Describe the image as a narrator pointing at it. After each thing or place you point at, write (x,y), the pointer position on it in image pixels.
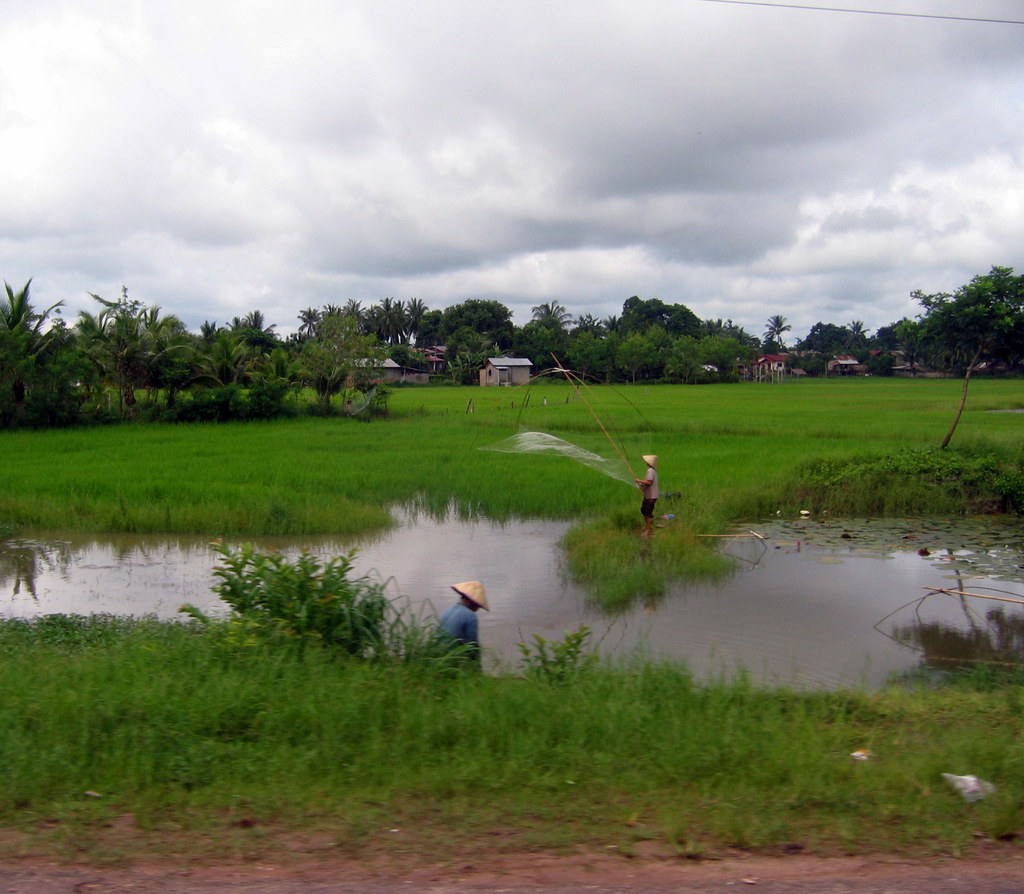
In this image, we can see an canal (459,550). There are two persons (463,622) in the middle of the image (646,485) wearing clothes (470,634). In the background of the image (669,360), there are some trees (322,381) and sky (305,232).
